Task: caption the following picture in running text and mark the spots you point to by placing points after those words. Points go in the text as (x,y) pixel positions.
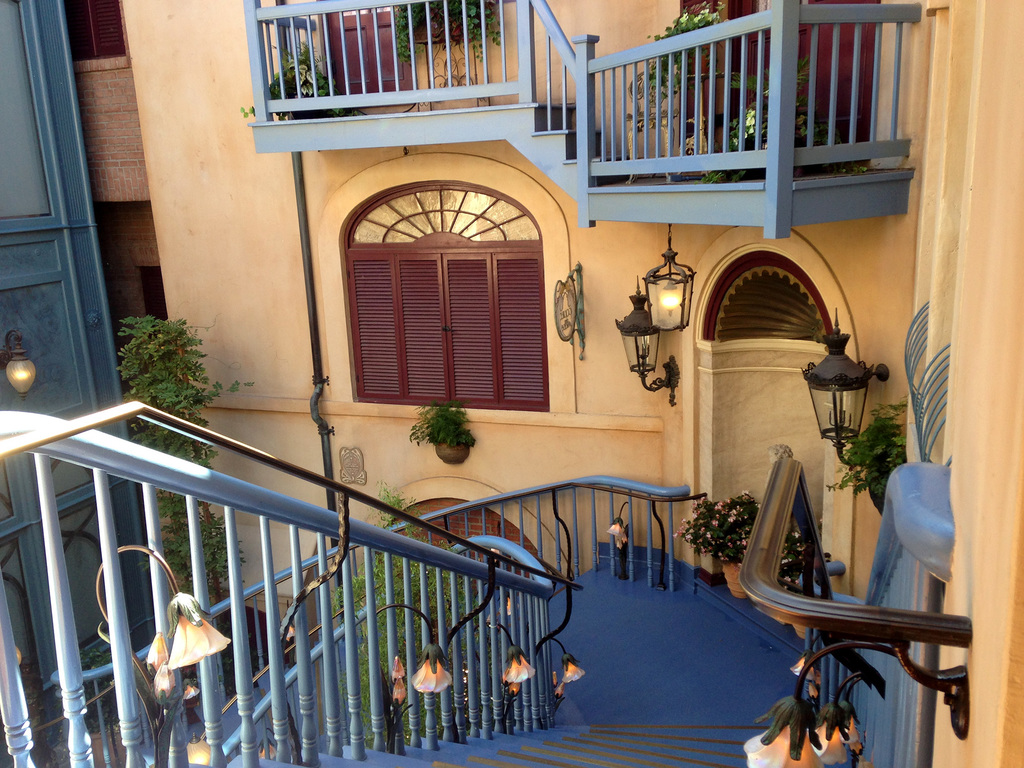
In this image we can see railings (567,529), stairs (617,766), potted plants (733,520), lights (205,618), wall (539,217) and windows (434,270).
